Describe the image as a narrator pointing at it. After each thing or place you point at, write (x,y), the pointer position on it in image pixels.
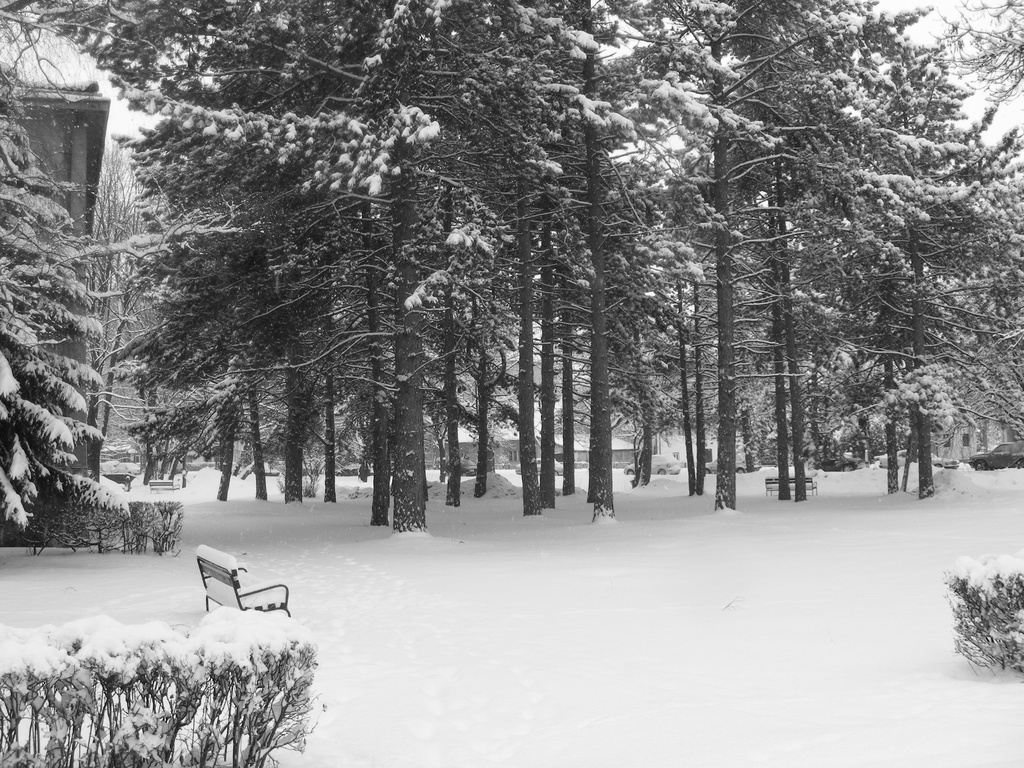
In this picture there are plants (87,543) at the bottom side of the image (972,568), which are covered with snow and there are trees (103,188) in the center of the image (358,266) and there are houses (96,151) in the background area of the image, there is snow (414,557) around the area of the image.
